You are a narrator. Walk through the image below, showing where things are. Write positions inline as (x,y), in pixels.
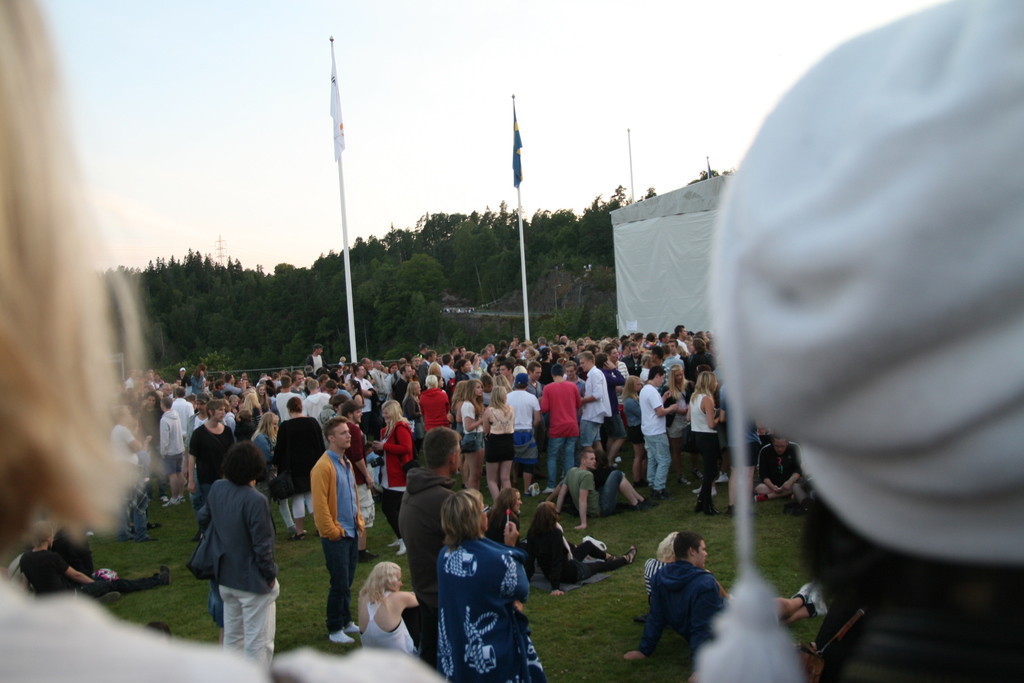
This is an outside view. On the ground (598,632), I can see the grass (578,633). Here I can see a crowd of people (306,401) standing on the ground (286,590). In the background (351,293) there are few flags (345,247) and trees (298,297). On the right side (957,413), I can see a white color cap (884,302). On the left side (59,504), I can see a person's head (53,419). At the top of the image (190,106) I can see the sky (232,75).
